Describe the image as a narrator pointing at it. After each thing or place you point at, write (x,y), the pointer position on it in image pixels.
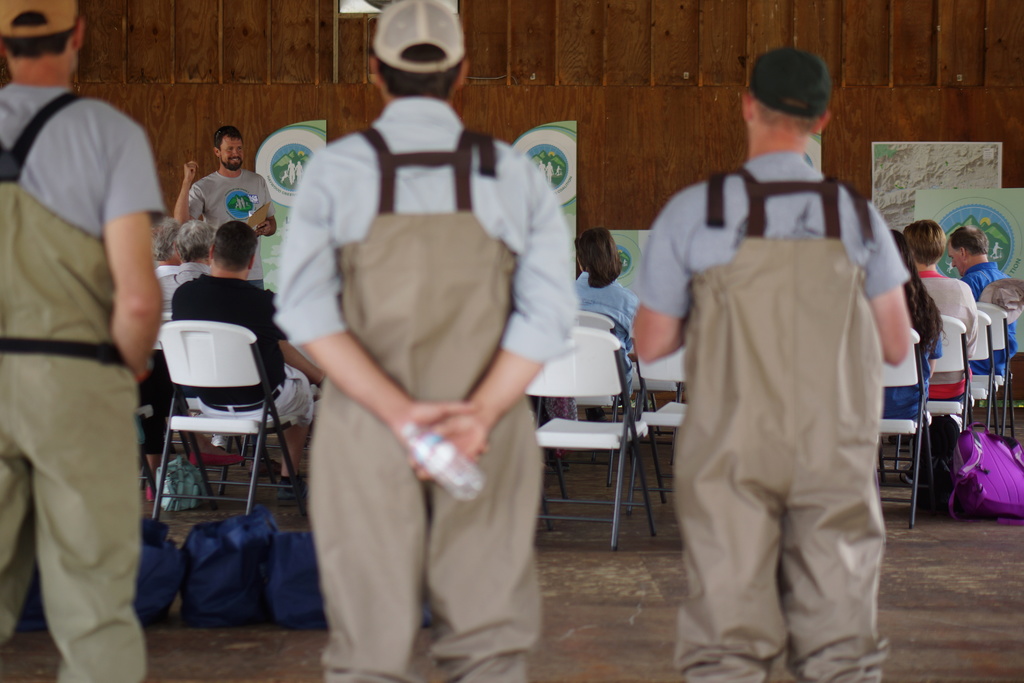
In this image we can see a few people (292,424), among them some are sitting on the chairs (250,341) and some are standing, there are some posters (575,160) with images (553,157) and text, also we can see some bags (237,550), water bottles (475,476) and the wall (637,17).
